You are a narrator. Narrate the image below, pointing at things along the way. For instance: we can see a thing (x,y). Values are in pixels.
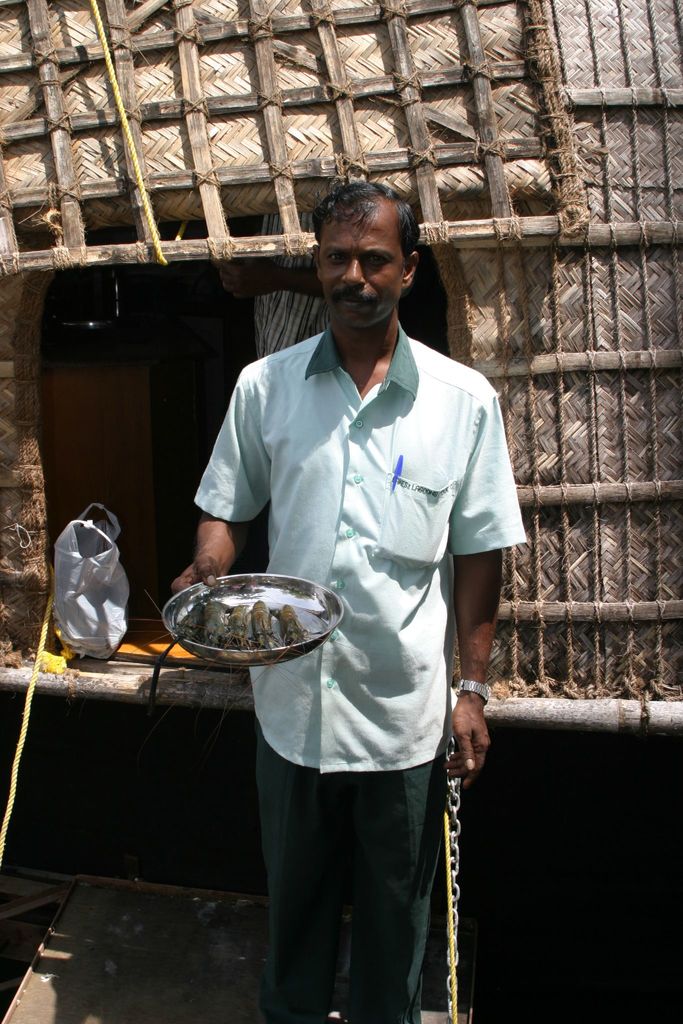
In this image there is a man (377,610) in his hand (181,583) there is a plate (315,607), in that plate (299,602) there prawns (236,635), in the background (563,157) there is a hut (583,404).
